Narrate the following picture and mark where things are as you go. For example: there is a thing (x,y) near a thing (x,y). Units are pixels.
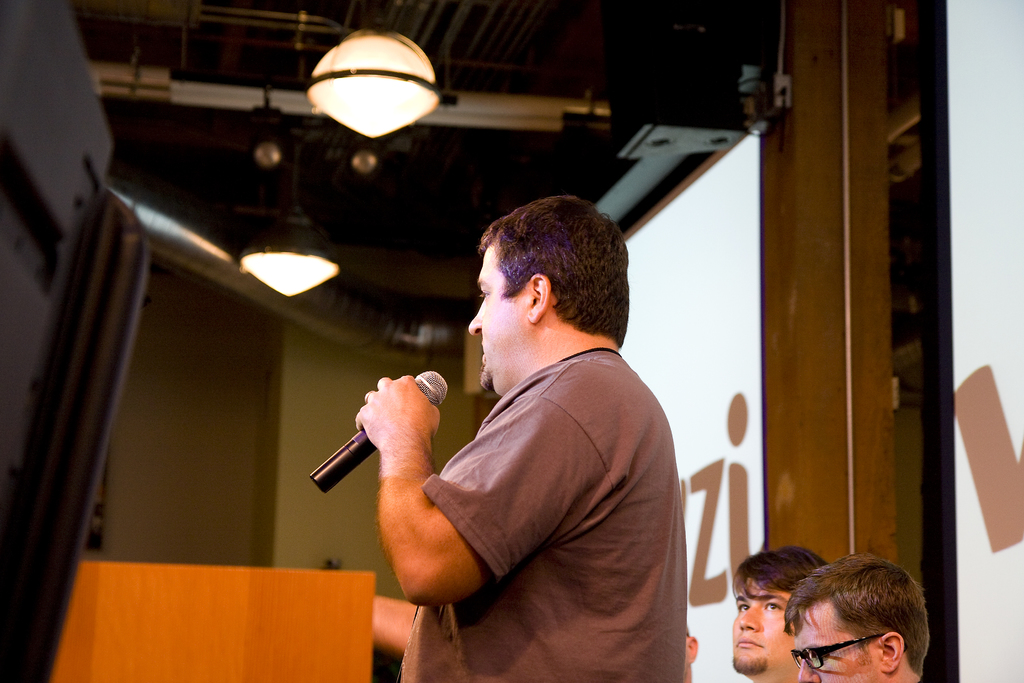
In this image I can see a person (482,383) standing and holding the mic (437,385). At the back (785,577) there are persons (753,613) and the screen (741,347). In the top (401,59) there is a light (389,44).
